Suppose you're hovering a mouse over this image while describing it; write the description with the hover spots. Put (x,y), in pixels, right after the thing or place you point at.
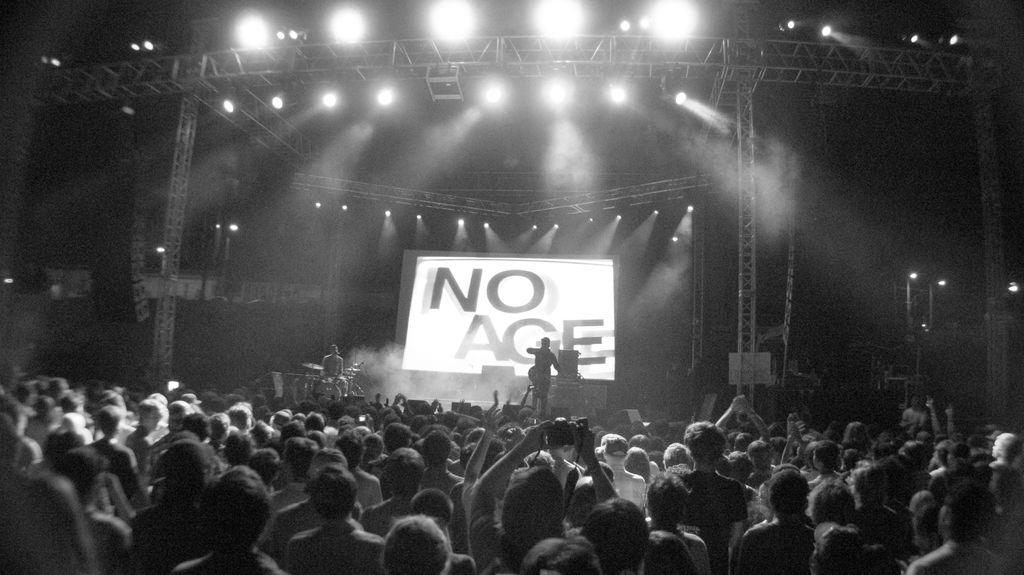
This picture describe about the two men (548,379) performing the song on the stage (355,378). Above we can see huge metal (186,189) with spot light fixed on it. On the bottom side (271,444) we can see group of audience (327,483) listening and enjoying the song.
